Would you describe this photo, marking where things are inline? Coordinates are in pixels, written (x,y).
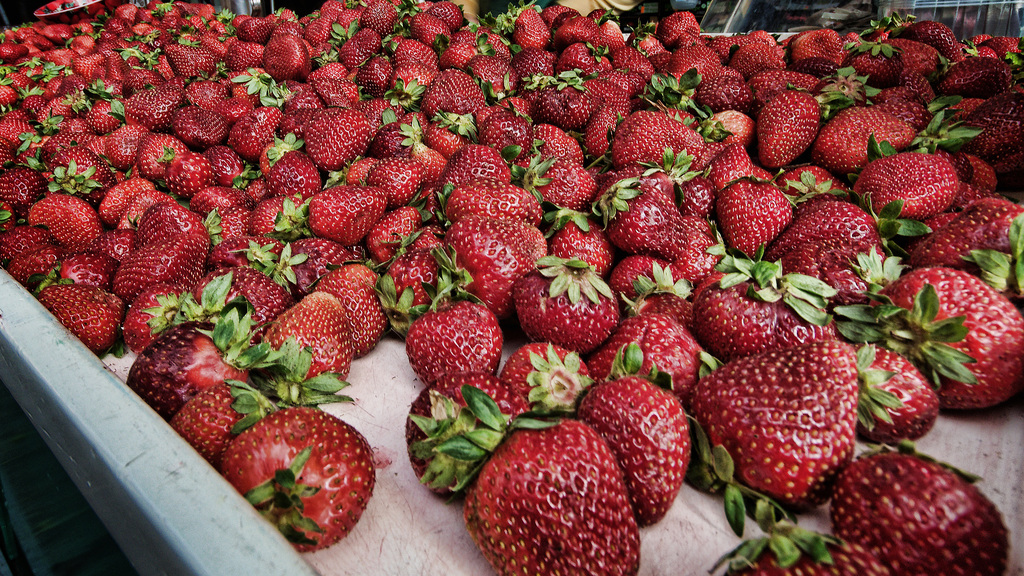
In this image there are strawberries (531,222).
